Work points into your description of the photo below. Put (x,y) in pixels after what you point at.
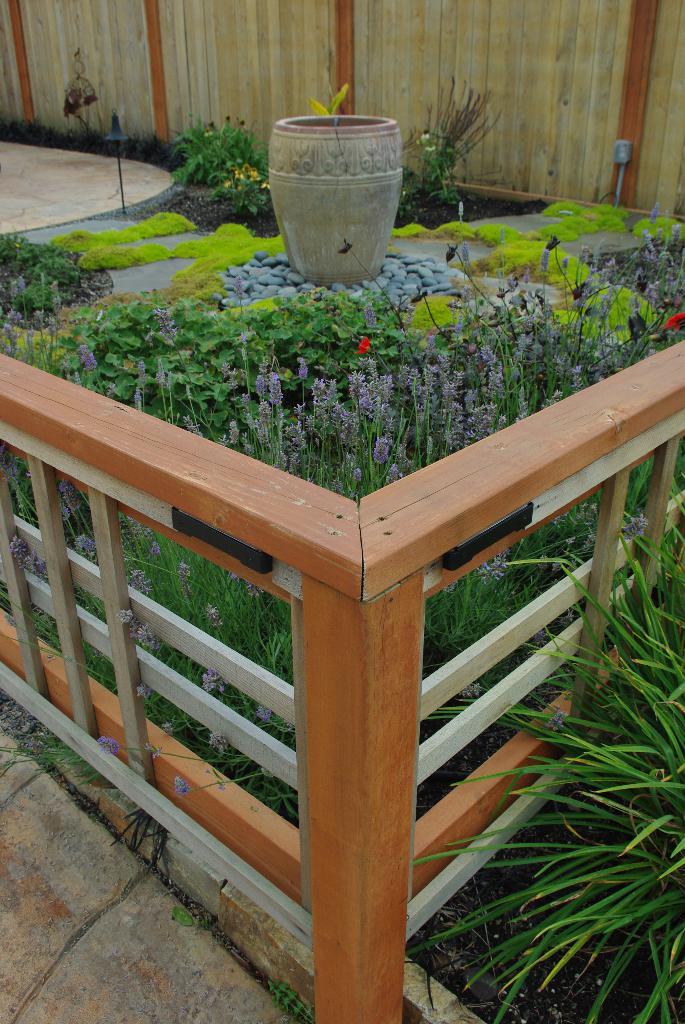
In the center of the image (437,491) there is a fence (460,65), railing (401,495), pot (311,169) with a plant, plants (306,305), flowers (266,407), grass (524,243), soil (171,199) and stones (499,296).
